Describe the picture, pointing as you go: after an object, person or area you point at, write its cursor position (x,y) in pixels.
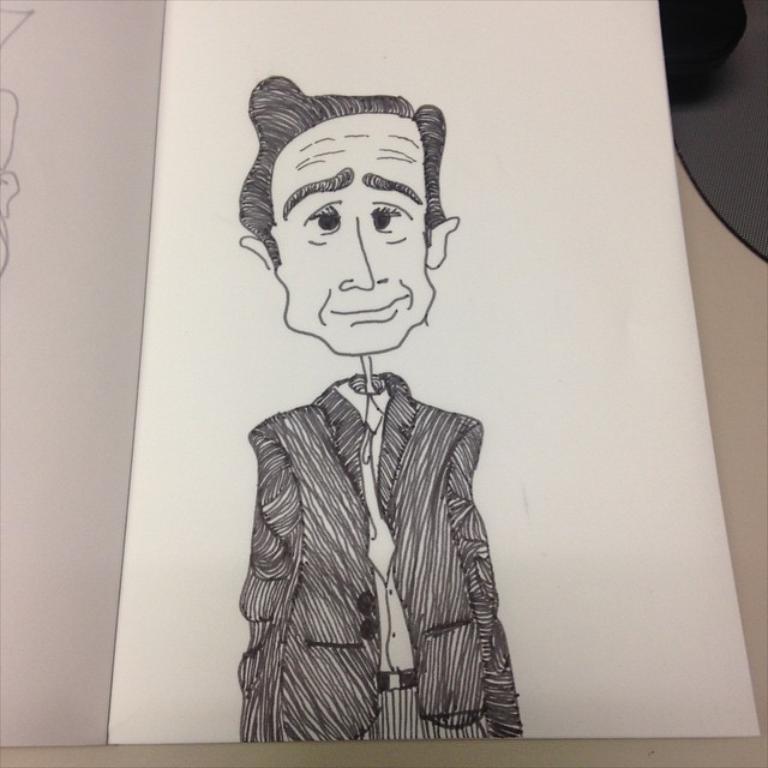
In this picture we can see a paper (575,461), there is a sketch (447,444) of a person (436,443) on this paper (340,229).
